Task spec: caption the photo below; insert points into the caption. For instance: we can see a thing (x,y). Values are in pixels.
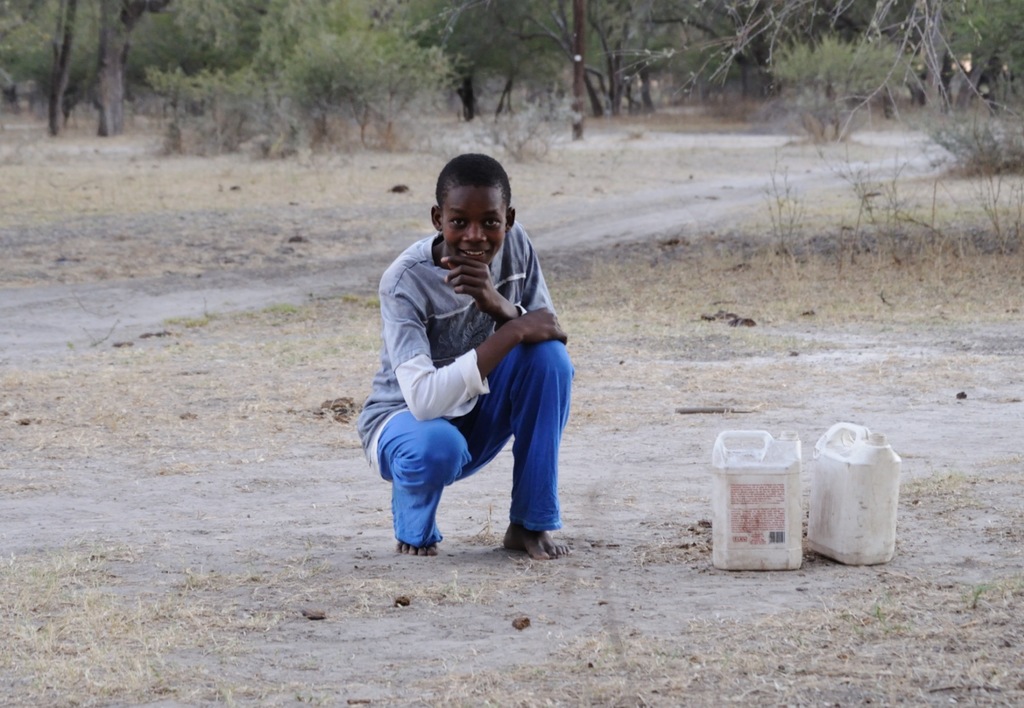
in this image we can see a person (467,432) sitting on the ground (531,561), plastic containers (850,505), bushes (877,84) and trees (744,58).
